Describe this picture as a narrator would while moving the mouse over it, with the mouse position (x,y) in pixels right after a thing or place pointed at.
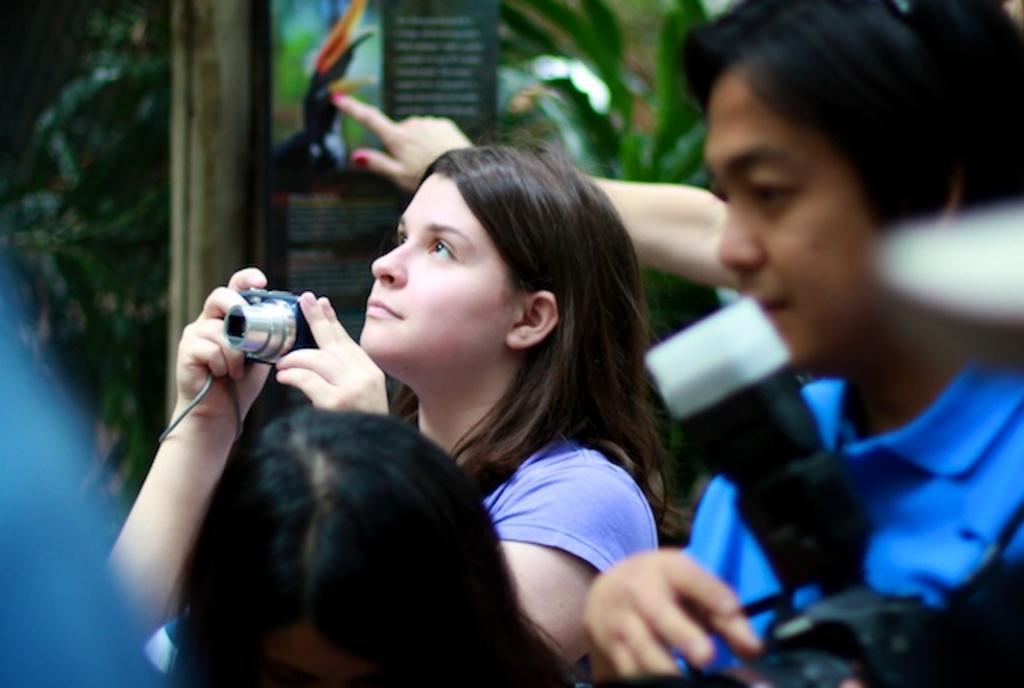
In this image I can see few people (503,367) and here I can see two of them are holding cameras (873,672). In background (305,222) I can see a board (374,138) and on it I can see something is written. I can also see this image is little bit blurry from background (31,158).
